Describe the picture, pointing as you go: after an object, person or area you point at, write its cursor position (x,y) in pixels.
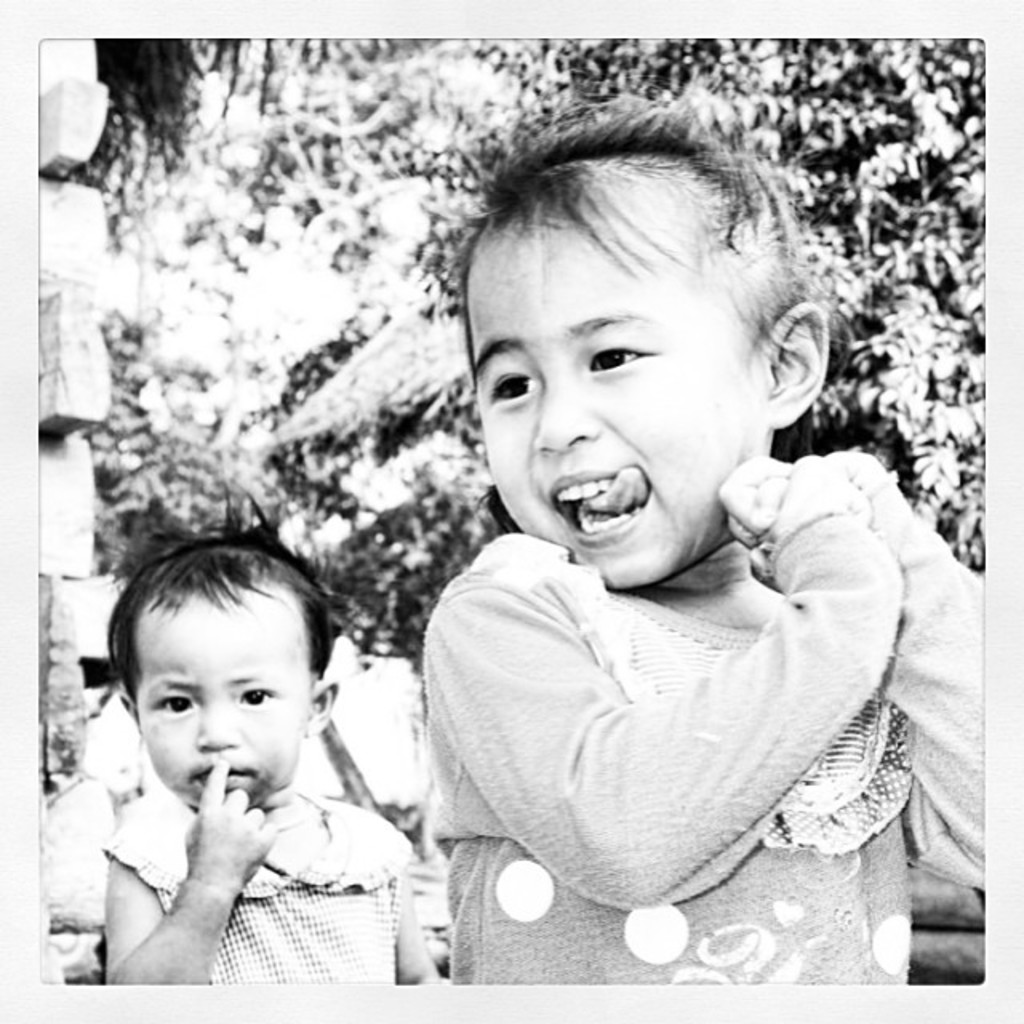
This is a black and white image, there are two persons (443,645) standing, in the background of the image (337,116) there are trees (376,189), there are objects (41,356) truncated towards the left of the image (97,815).
